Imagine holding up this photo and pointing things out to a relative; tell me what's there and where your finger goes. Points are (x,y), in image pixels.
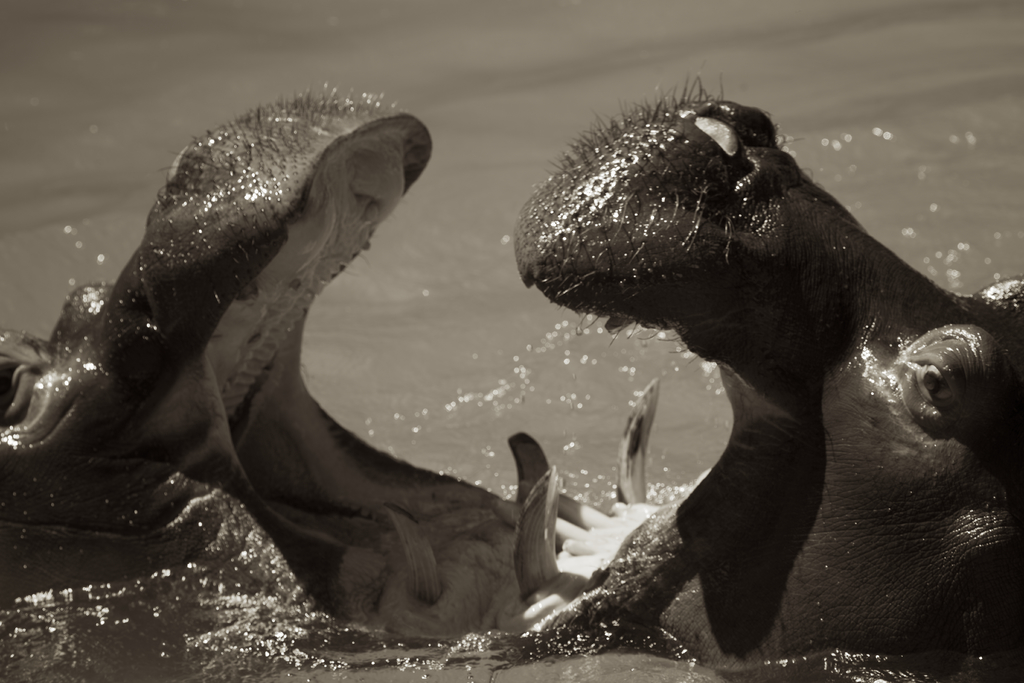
This is a black and white image. In this image we can see hippopotamus (700,527) in the water (582,103).
